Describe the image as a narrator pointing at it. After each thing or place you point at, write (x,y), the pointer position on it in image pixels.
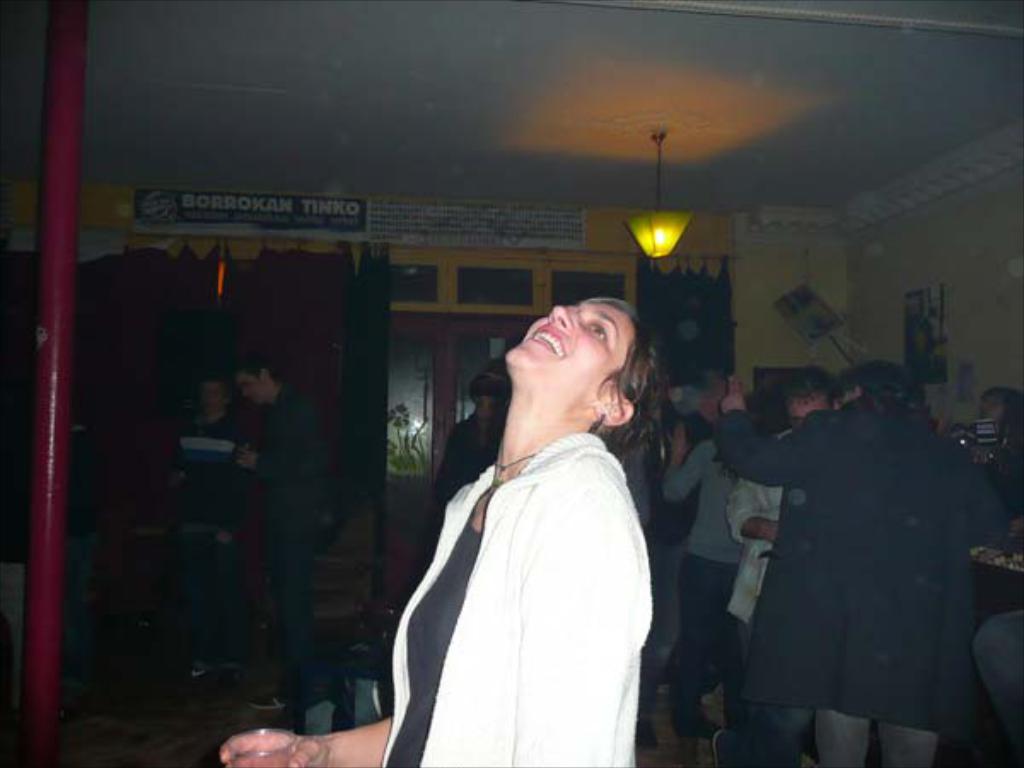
In the center of the image (540,385) there is a woman (460,709) standing with glass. In the background (833,450) there are group of people (776,464), curtains (365,382), windows (398,372), wall (112,231), pipeline (74,148) and light (657,228).
